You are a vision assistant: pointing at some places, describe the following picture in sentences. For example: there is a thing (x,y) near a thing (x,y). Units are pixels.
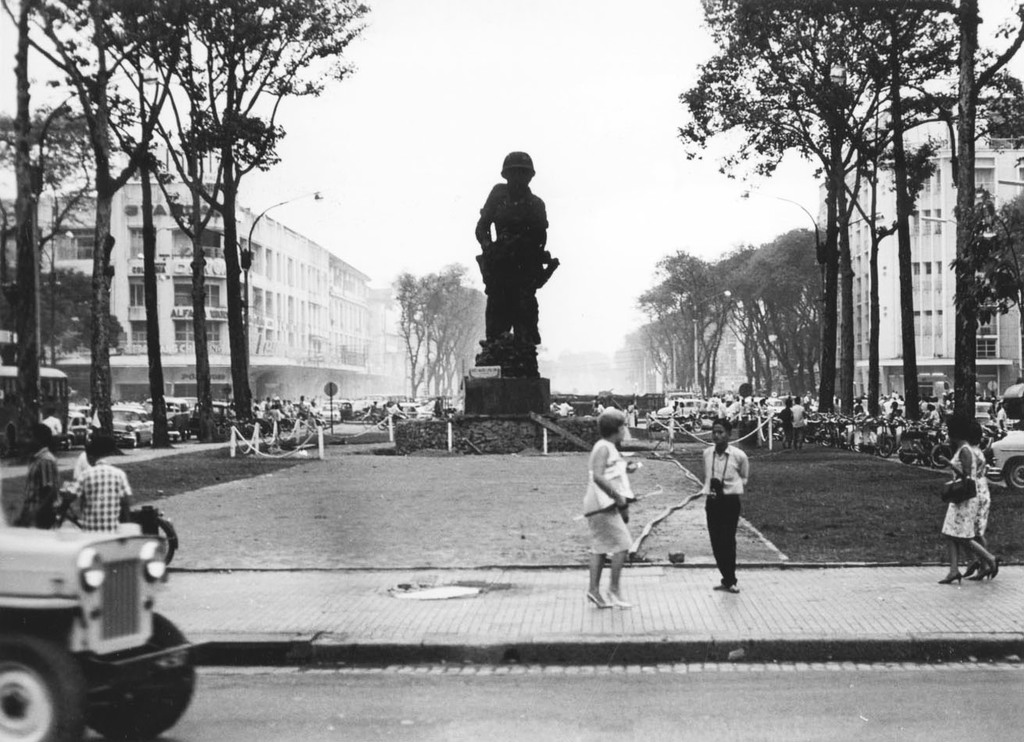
This image consists of a statue (511,338). At the bottom (693,735), there is a road (230,684). On the left (71,656), there is a jeep (39,630). And there are many people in this image. We can see many vehicles (808,421) on the road (488,686). On the left (169,255) and right, there are buildings (299,361). And we can see many trees (32,397) in this image. At the top (421,120), there is sky (413,232).
